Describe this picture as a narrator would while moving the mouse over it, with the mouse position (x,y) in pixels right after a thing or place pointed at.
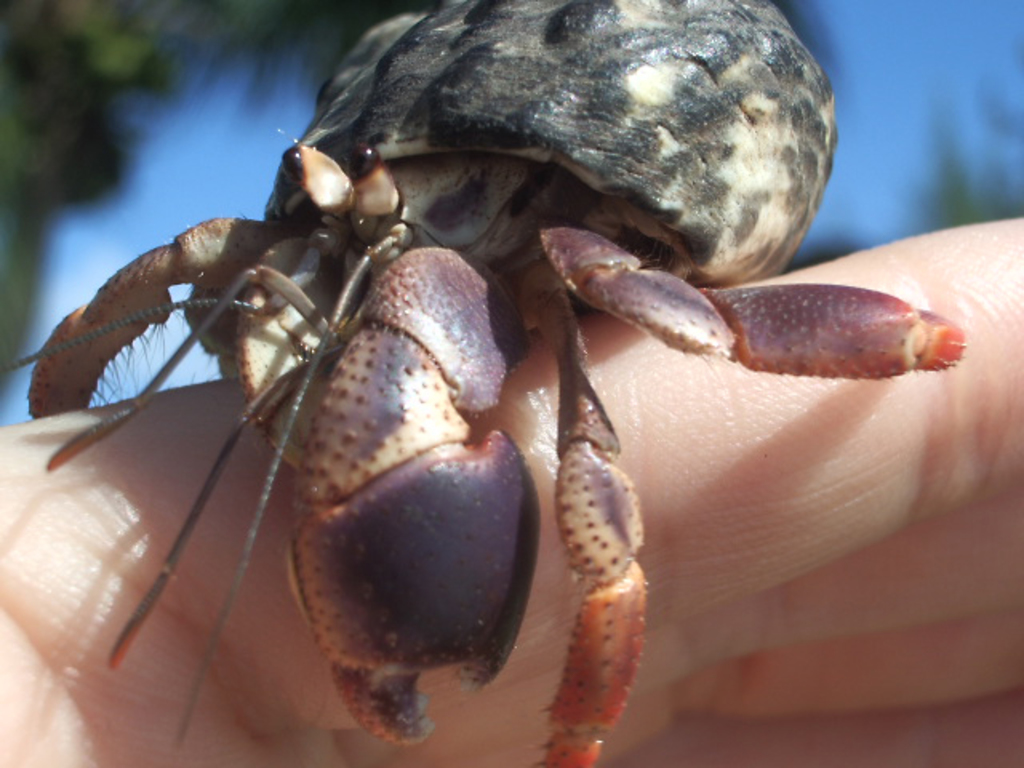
In this image we can see a crab (435,293) on the fingers (203,725). There is a blur background (10,340) and we can see sky (899,153).
